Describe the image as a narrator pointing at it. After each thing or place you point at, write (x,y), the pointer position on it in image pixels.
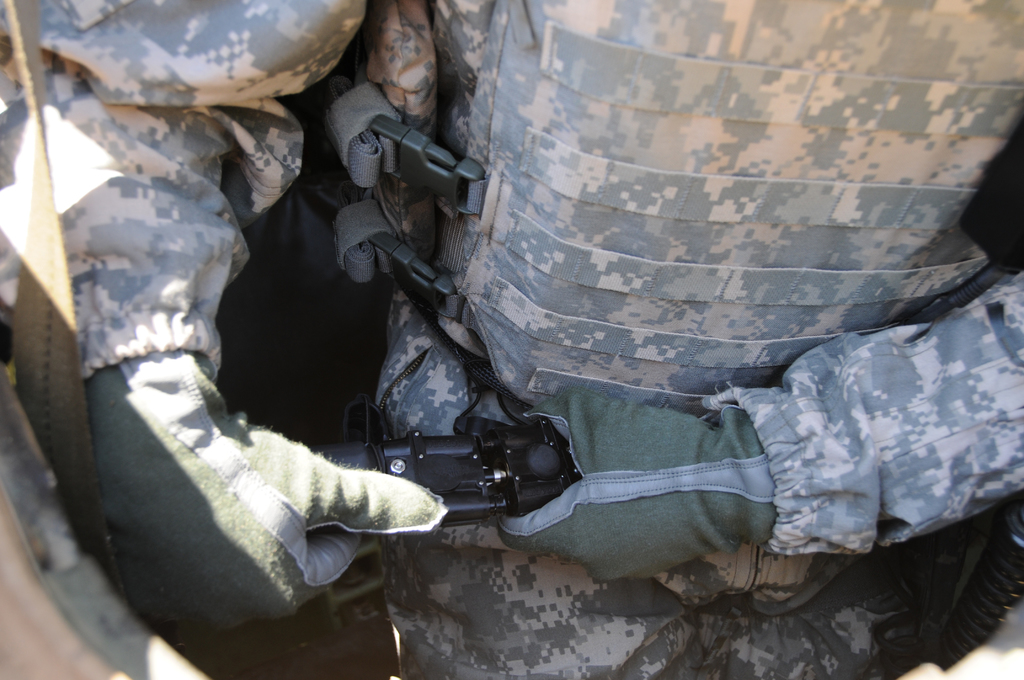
In this image we can see a person (556,239) wearing a jacket (406,57) and gloves (598,476). He is holding some object (434,448) in his hand (165,568).
